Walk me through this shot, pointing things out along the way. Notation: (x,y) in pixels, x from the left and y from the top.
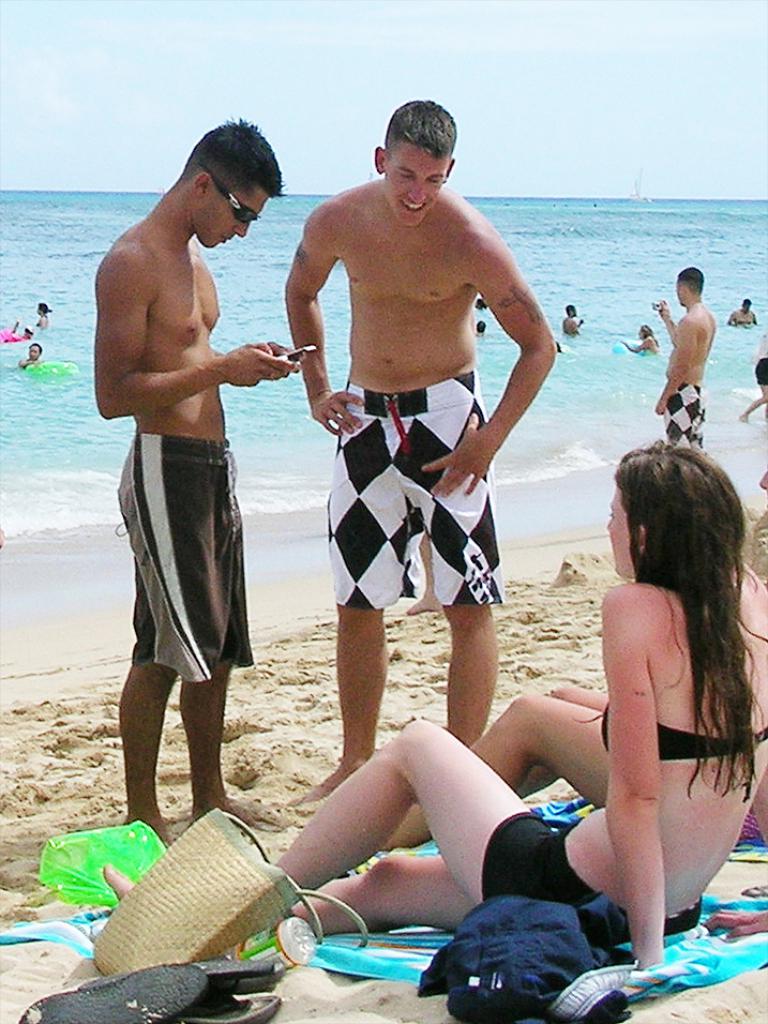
In the image there are few people (346,669) on the sand (595,568) in front of the beach (628,367) and other people (41,308) are swimming in the beach (623,291), there is a woman (665,864) sitting on the sand surface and around the woman (609,854) there are many objects (568,910).
